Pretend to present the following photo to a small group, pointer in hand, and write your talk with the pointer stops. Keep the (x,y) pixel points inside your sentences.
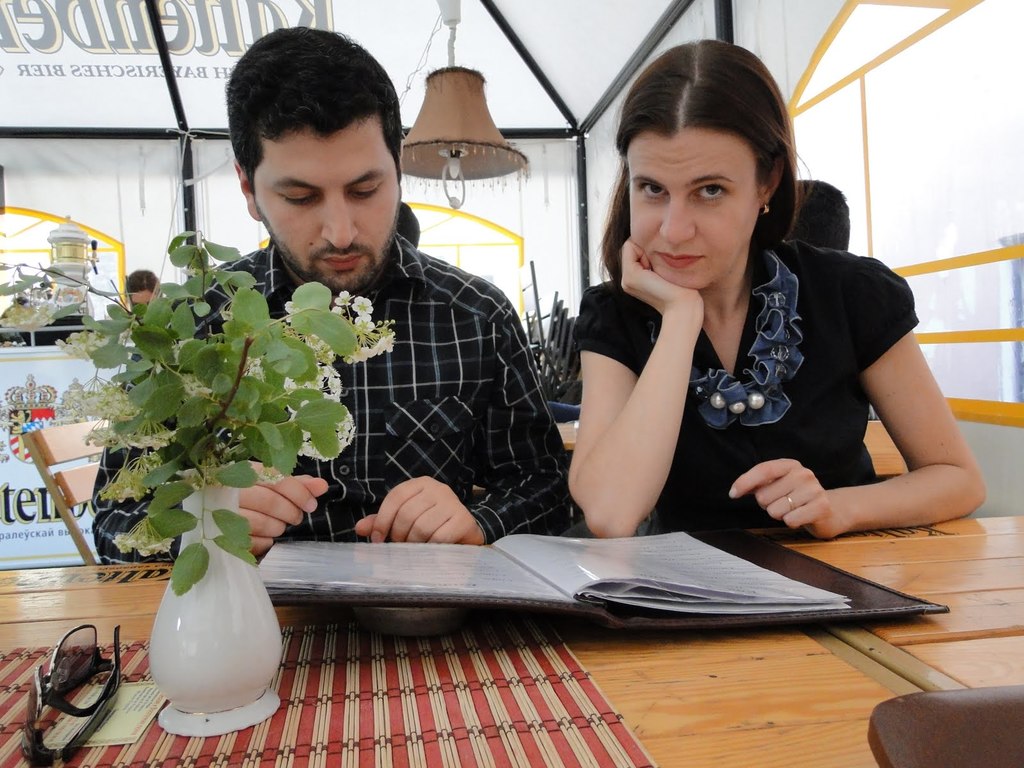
As we can see in the image there is a table (370,714) and two people (810,345) sitting on chairs (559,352) and on table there is a flask (180,637) and goggles (98,654) and a book (497,582).
